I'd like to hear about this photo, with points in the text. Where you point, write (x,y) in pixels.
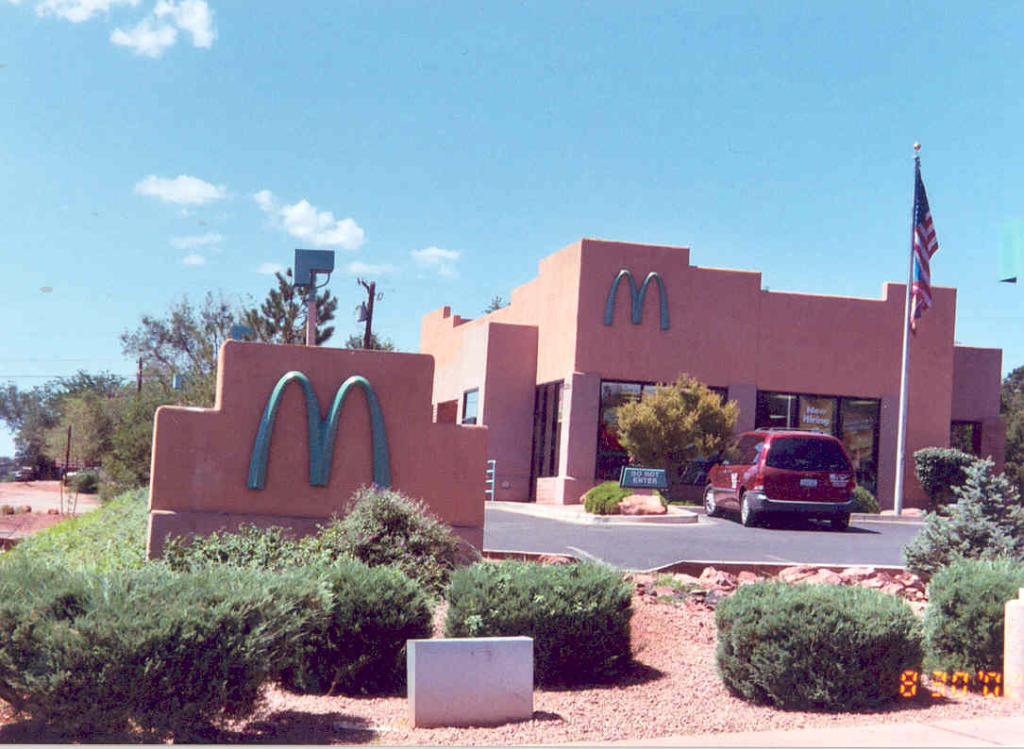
In this image there are plants (160,579) and there is a logo (320,424) on a wall (293,431), in the background (797,483) there is a car (820,506) on a pavement (712,548) and there is a flag (912,274), building (567,317), trees (162,377) and the sky (783,145).
